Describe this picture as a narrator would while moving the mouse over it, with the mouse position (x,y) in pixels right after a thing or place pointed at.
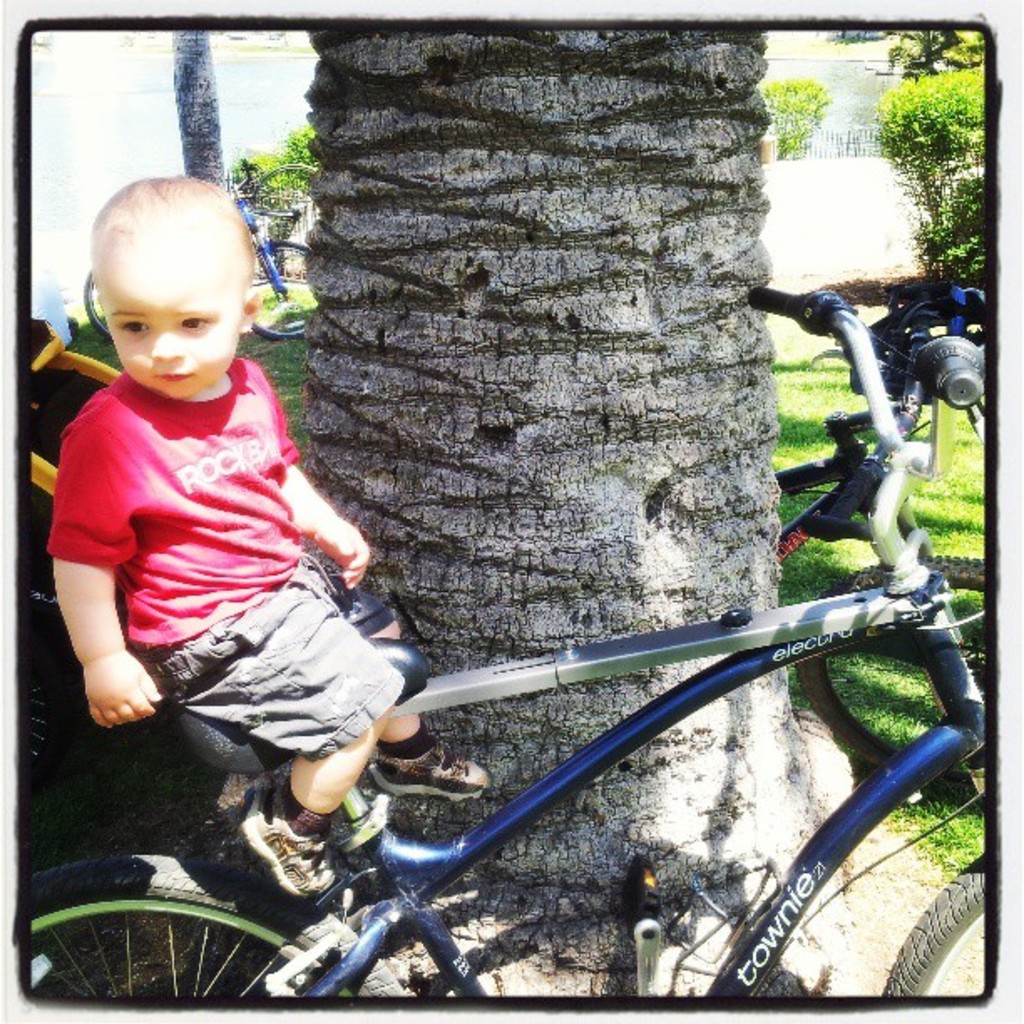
This is a picture of a little guy (151,280) who is wearing a red shirt (197,494) and shorts (291,648) is sitting on the bicycle (613,753) which is in blue color and beside him there is a tree (532,310) also we can see some grass (815,390) and plants (939,219).
